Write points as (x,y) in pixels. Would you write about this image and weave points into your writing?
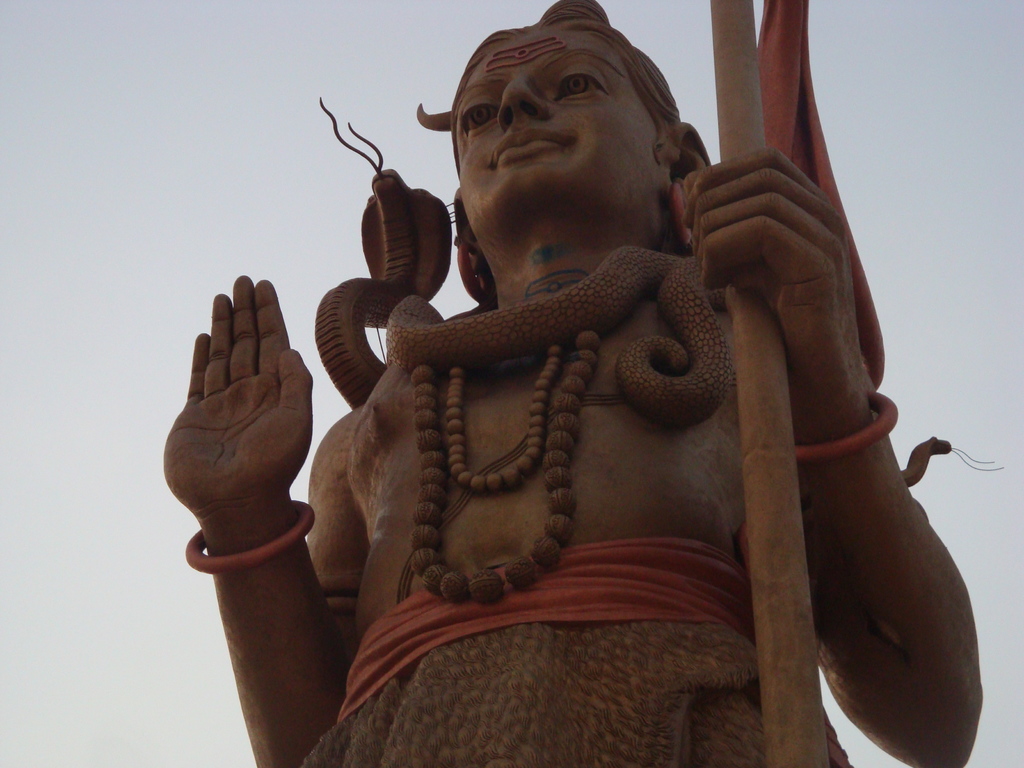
In this image we can see a statue (748,346), around the neck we can see a snake (507,348) and in the background (300,174) we can see the sky (272,174).
